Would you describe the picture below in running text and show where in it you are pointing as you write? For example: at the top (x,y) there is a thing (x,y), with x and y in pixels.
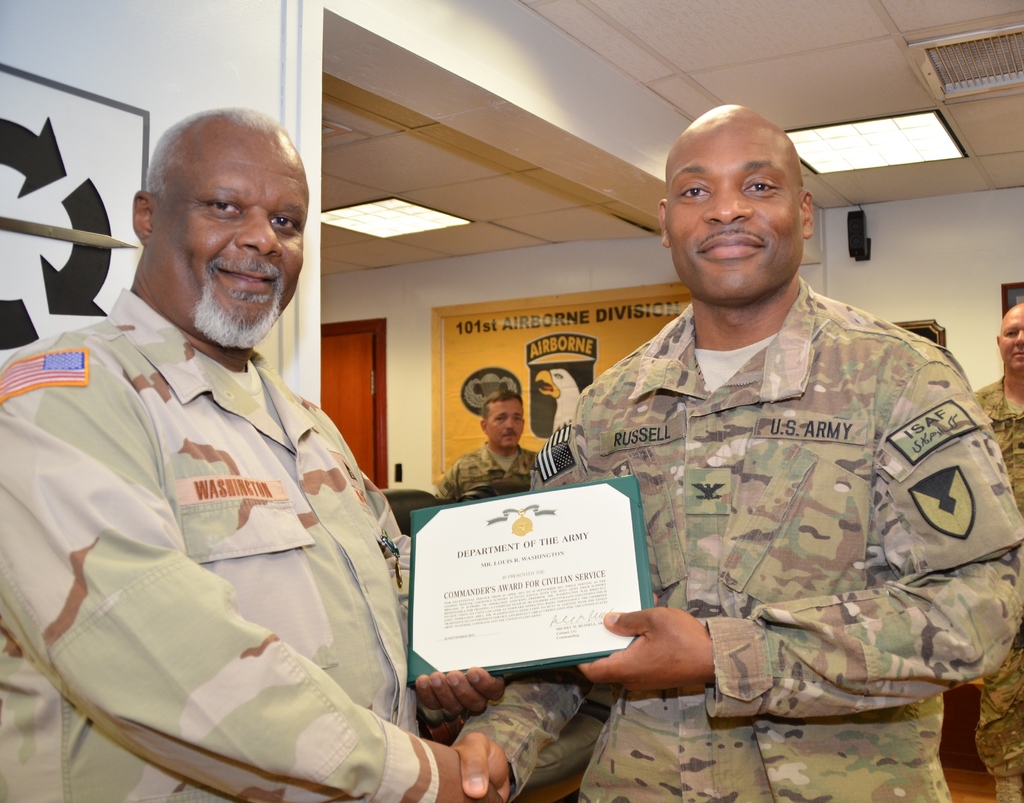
This image is clicked inside a room (524,210). There are lights (839,147) at the top (929,144). There are two persons (703,681) in the middle (584,421), wearing army dresses (257,688). They are holding some paper (477,558).
